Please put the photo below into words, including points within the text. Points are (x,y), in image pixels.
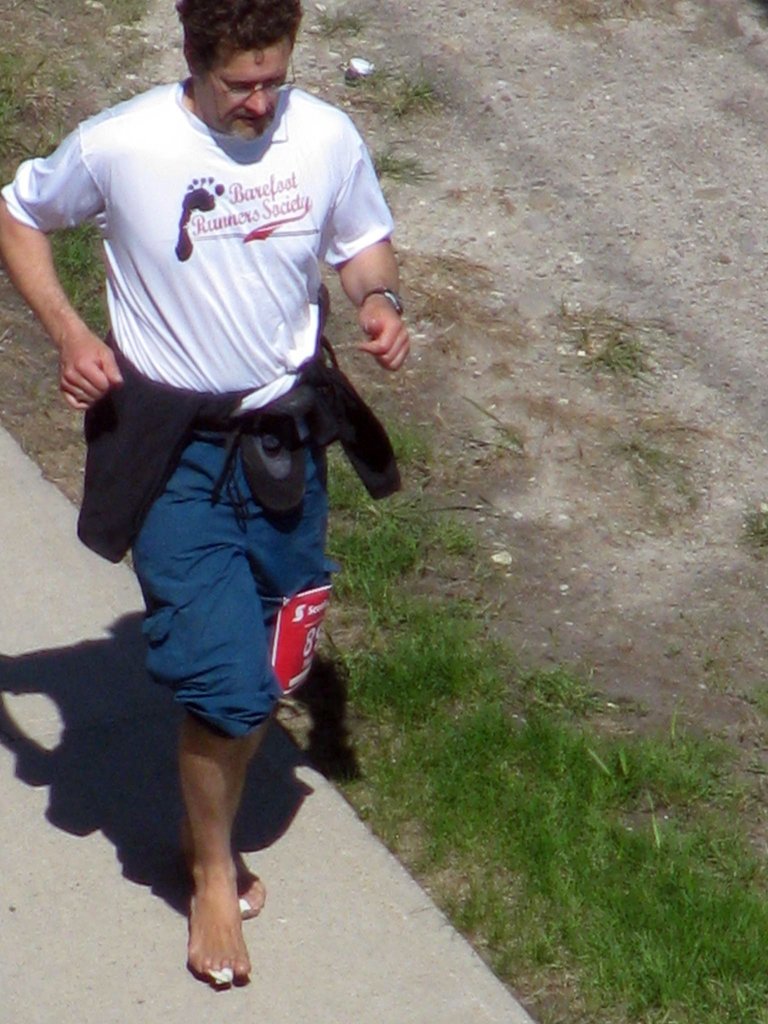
In this image we can see a man (274,133) wearing the glasses (234,90). We can also see some text paper (281,629) tied to his knee (293,649). In the background (394,608) we can see the grass (484,773), ground (620,632) and also the path (332,972).
